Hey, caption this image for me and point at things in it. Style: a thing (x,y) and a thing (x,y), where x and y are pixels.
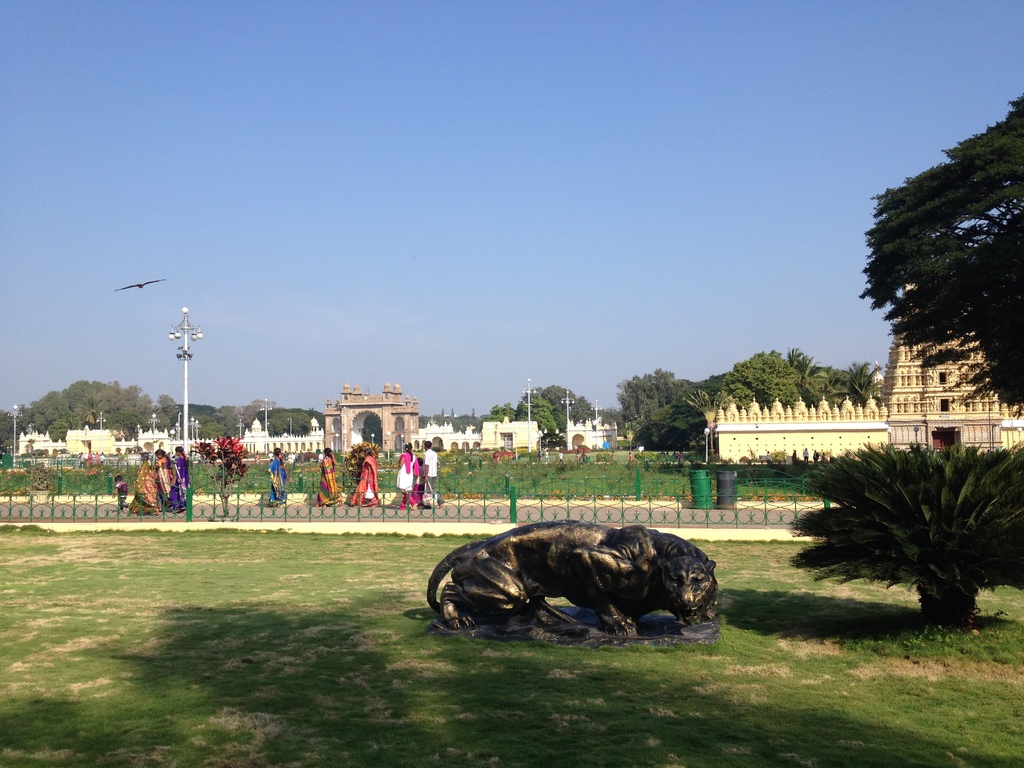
In this image we can see one temple (765,427), so many buildings (385,429), some people (415,459) are walking on the road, one garden (467,490), some people (400,464) standing, some poles (600,419) with lights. There are so many trees (992,290), plants (549,479), bushes (550,480), some objects (7,464) are on the surface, one statue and some green grass (202,481) on the ground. One bird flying in the sky (164,270) and some people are holding some objects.
